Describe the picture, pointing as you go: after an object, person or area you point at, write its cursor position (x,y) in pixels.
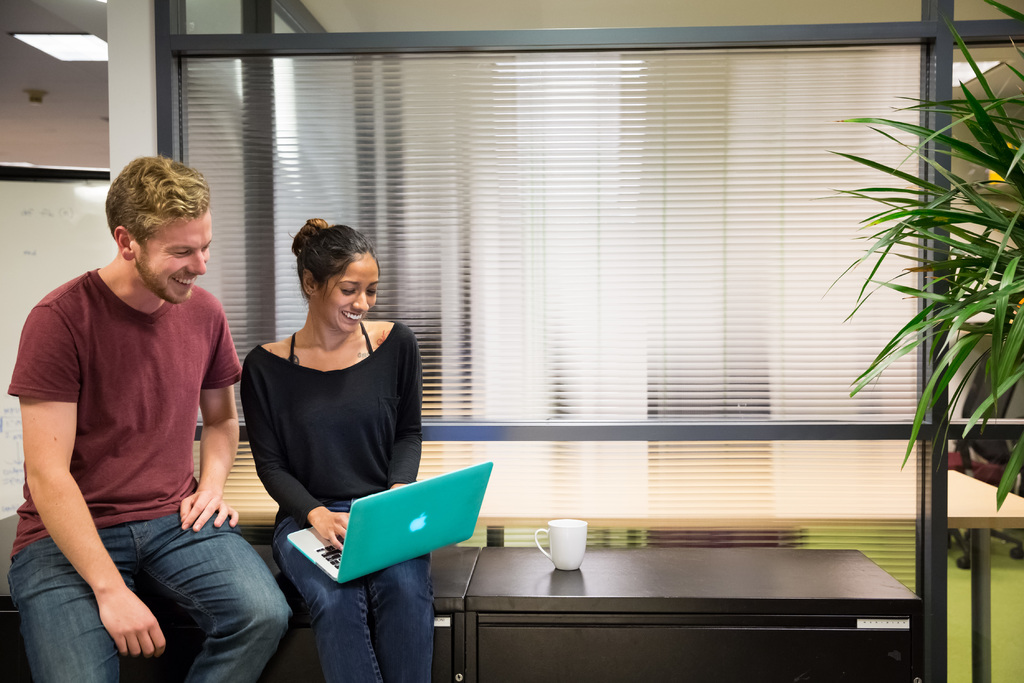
This picture is clicked inside a room (690,516). There is a man (135,450) and a woman (297,413) sitting on a table (495,576) and smiling. The woman (343,403) is holding a laptop (391,535) in her hand (325,523). On the table (504,565) there is a coffee mug (560,543). There is a light (85,58) to the ceiling (88,89). In the background (127,75) there is wall (147,82), glass (493,126) and plant (992,321).
